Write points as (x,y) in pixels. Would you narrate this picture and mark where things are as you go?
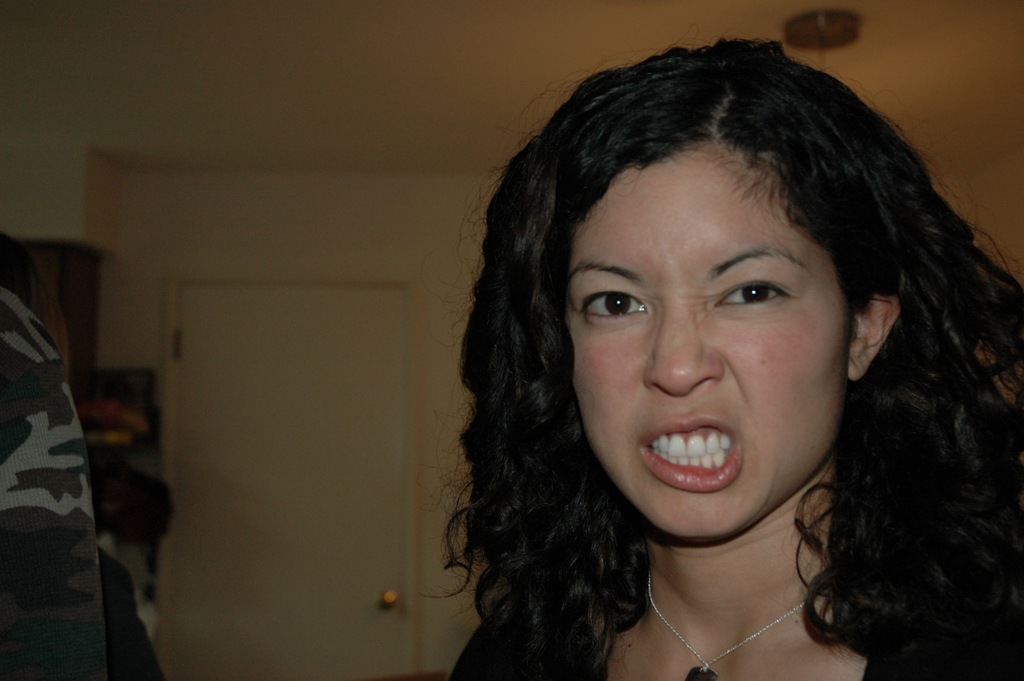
In this picture, we can see a lady (715,343), and we can see some objects (13,376) on the left side of the picture (100,398), like cloth (99,551), and we can see the wall (43,231) with door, roof (835,53) with some object (832,32) attached to it.
